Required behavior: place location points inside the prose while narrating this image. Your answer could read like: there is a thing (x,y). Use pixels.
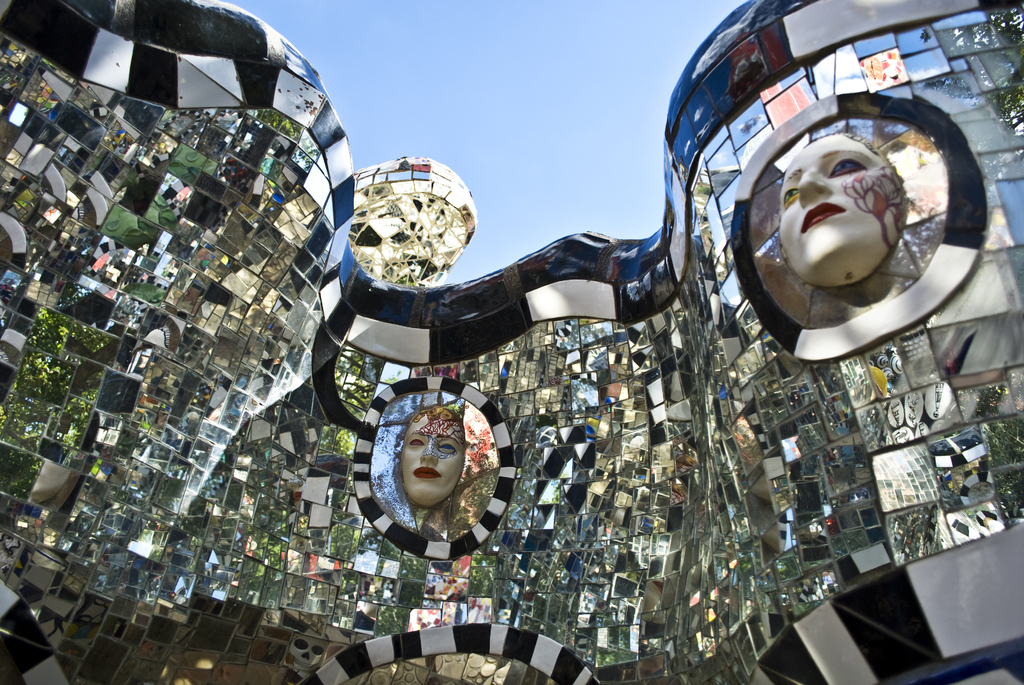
In this image we can see some mirror tiles (220,305) which are attached together and there are some statues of a human face (414,452) and at the top of the image (470,110) there is clear sky (470,110).
